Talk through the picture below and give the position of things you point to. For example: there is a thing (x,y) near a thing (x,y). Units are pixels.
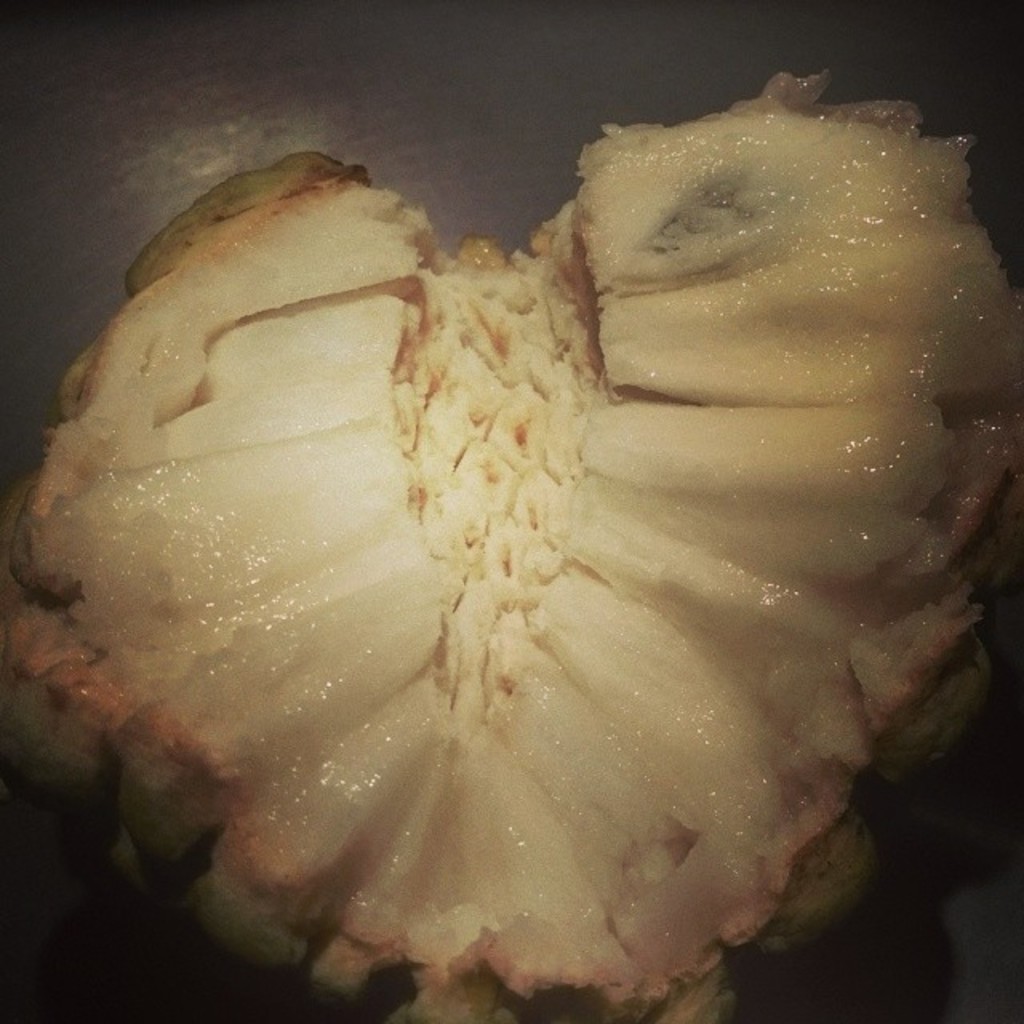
In the center of the image (522,652) we can see a piece of custard apple (259,524), which is in a white and green color.
